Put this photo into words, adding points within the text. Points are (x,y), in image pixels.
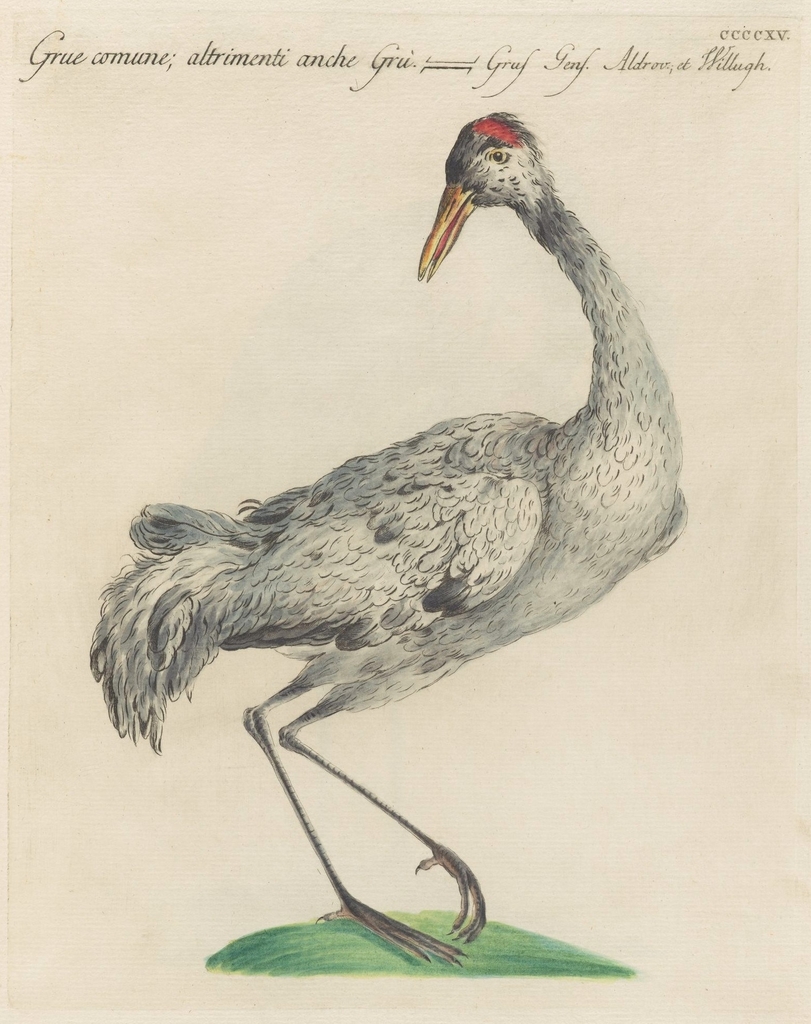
In this image we can see the picture of a bird (515,426) on a paper (539,806). At the top of the image (495,72) there is some text (709,66).
